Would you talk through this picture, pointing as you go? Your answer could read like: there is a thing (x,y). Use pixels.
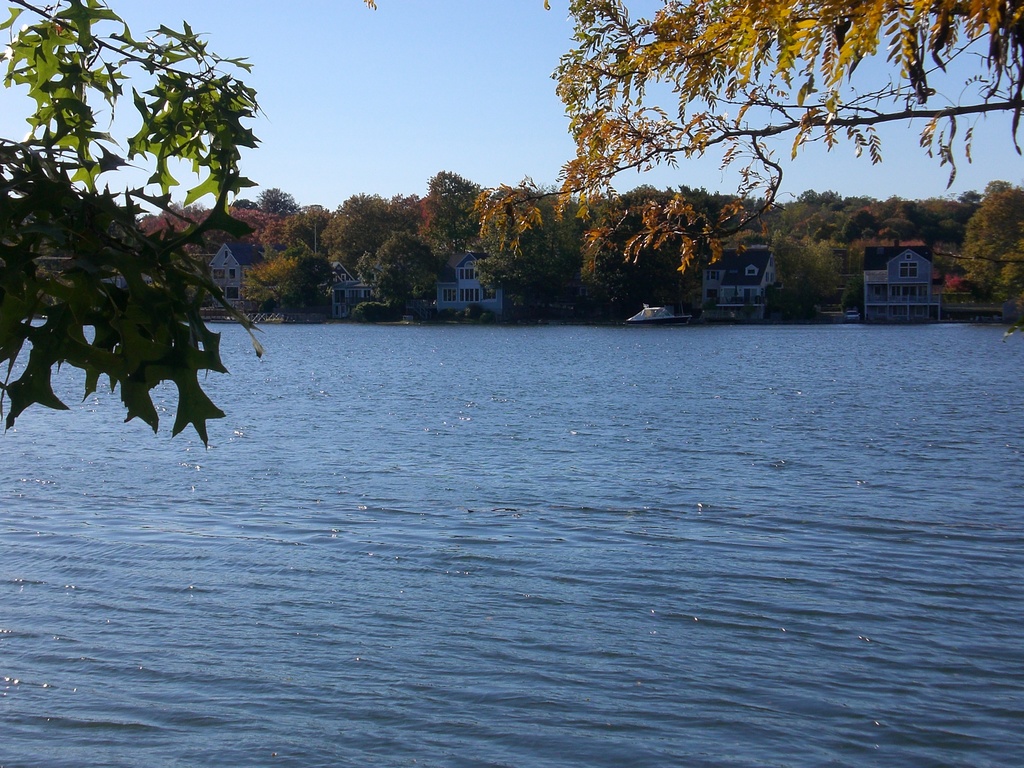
This looks like a river (579,487) with the water (620,507) flowing. I can see a boat (636,322) on the water (669,331). These are the houses (719,285) with the windows (473,278). I can see the trees (552,235) with branches (692,234) and leaves (167,227).
